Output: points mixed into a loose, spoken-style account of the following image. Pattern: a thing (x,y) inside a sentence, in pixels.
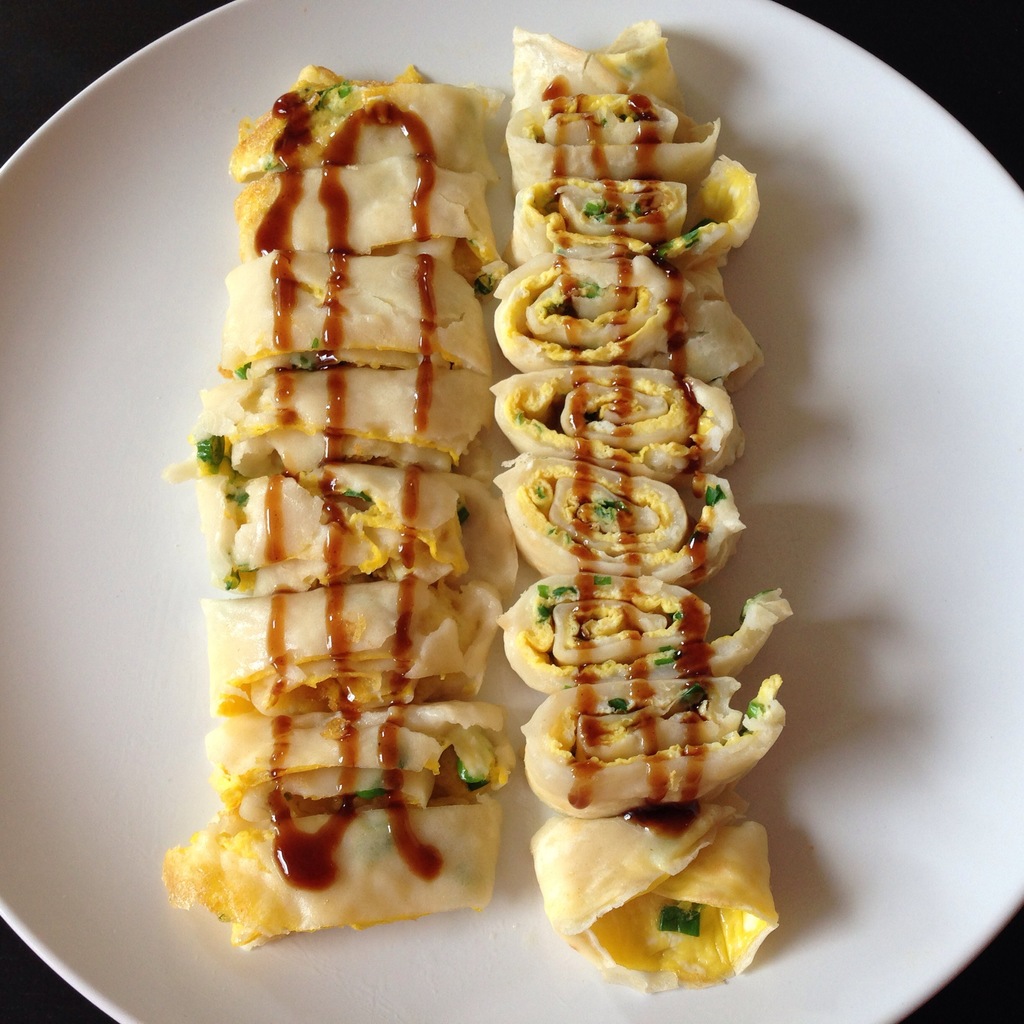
In this image I can see a plate (919,173) in which food items (387,567) are there. This image is taken may be in a room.
